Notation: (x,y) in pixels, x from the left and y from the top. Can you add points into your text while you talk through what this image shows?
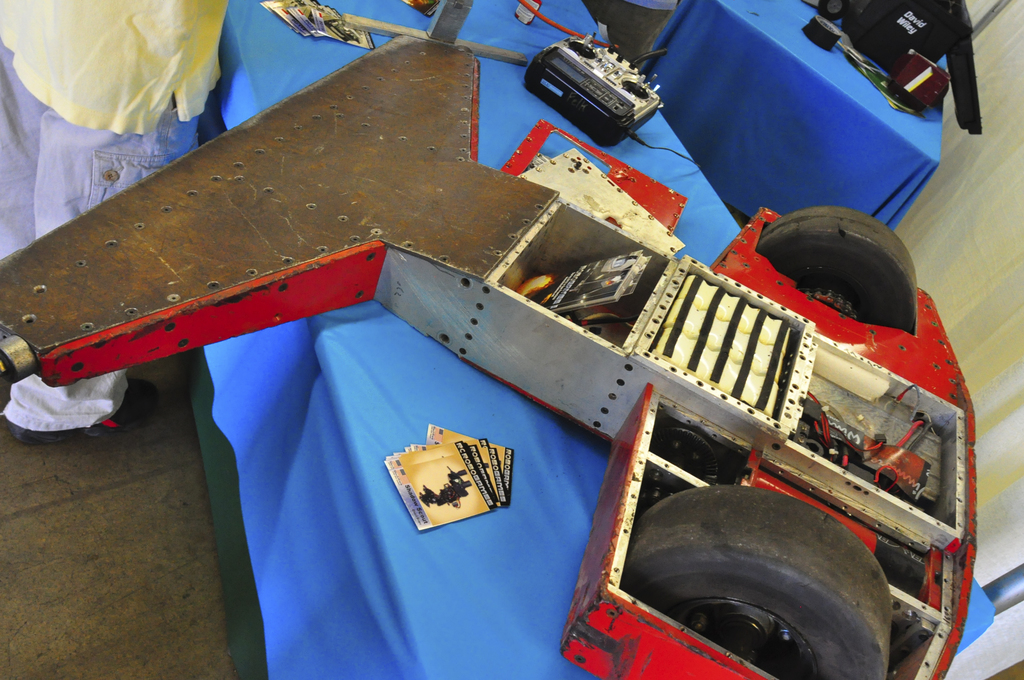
In the foreground of this picture (650,410), there is a robot (871,532) on a blue table (542,533) and there is a person (116,87) standing on the top left corner (92,70). In the background (786,17), there are tables (685,37) and on one table (501,4) there is a pole (454,15) and electronic equipment (572,68). On an another table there are few objects (859,42) on it.
